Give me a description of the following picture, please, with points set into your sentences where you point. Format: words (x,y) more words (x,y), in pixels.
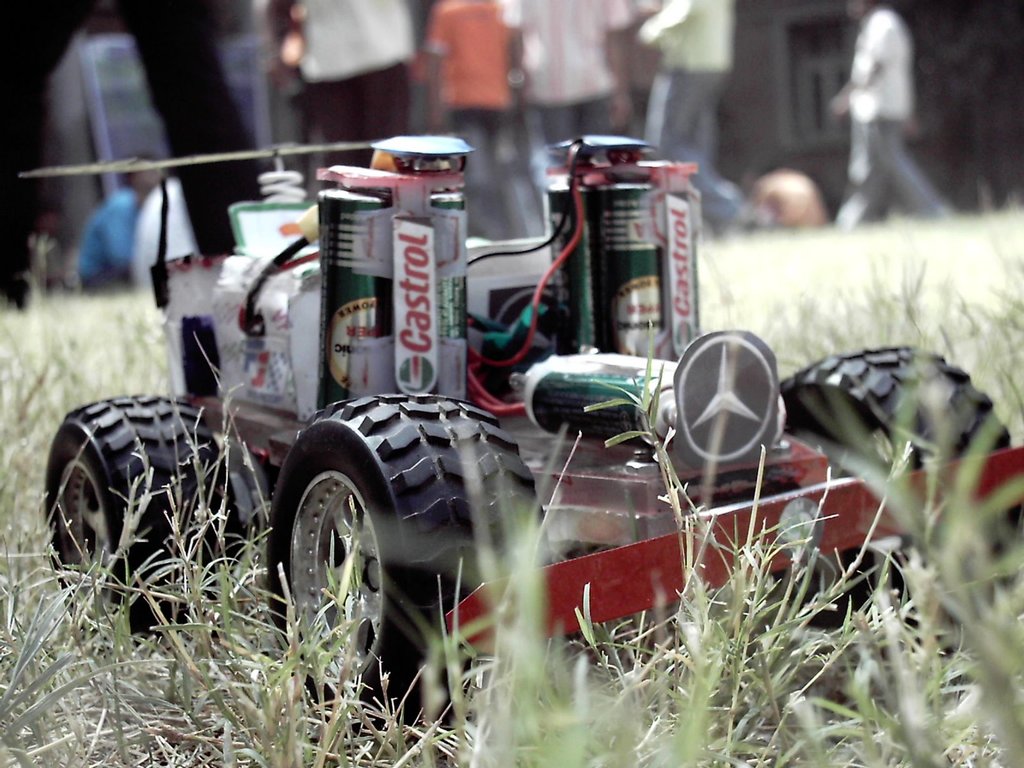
In this image there is a remote car (198,313) on a grassland (275,630), in the background (898,98) there are people (539,108) standing and it is blurred.
